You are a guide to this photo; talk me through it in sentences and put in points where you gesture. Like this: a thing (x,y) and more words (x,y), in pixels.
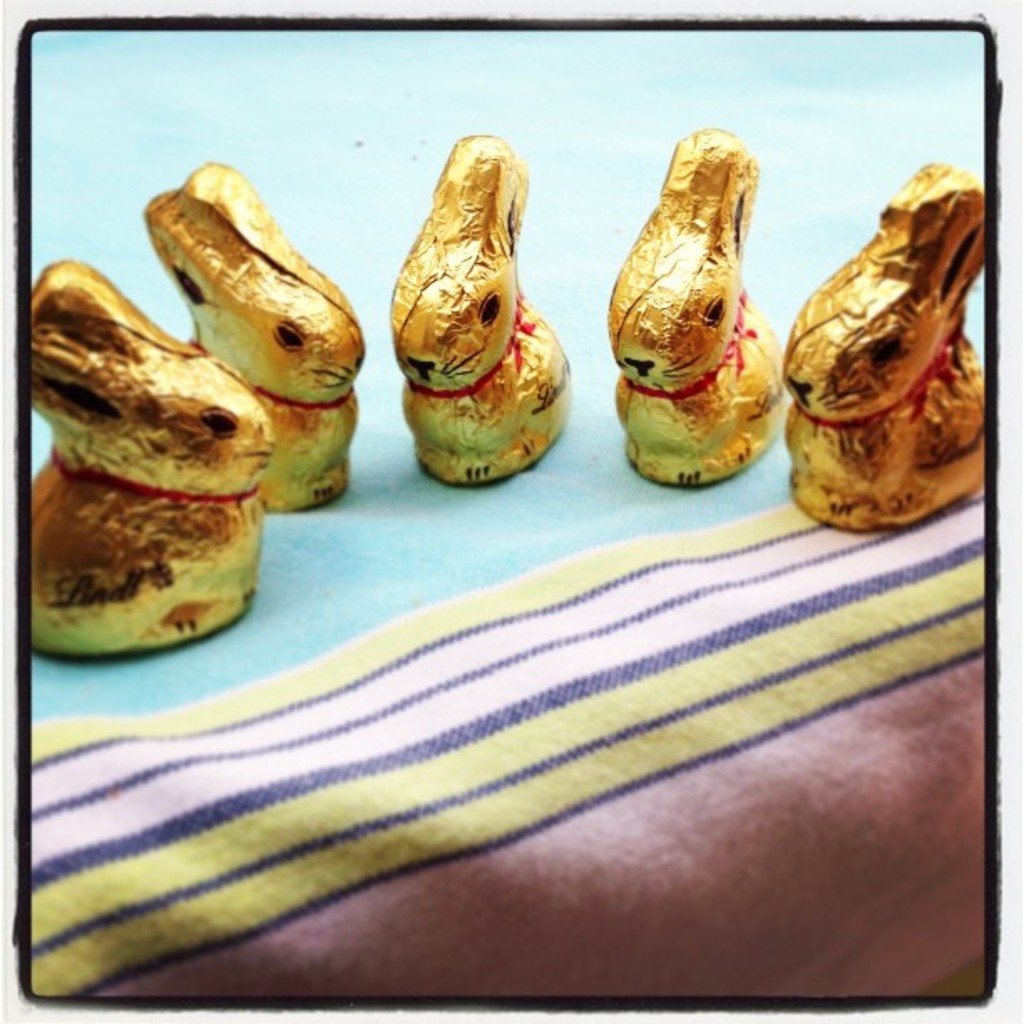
In this image I can see a cloth (439,569) which is blue, yellow, white and pink in color and on it I can see few gold colored objects (505,365) which are in the shape of a rabbit.
